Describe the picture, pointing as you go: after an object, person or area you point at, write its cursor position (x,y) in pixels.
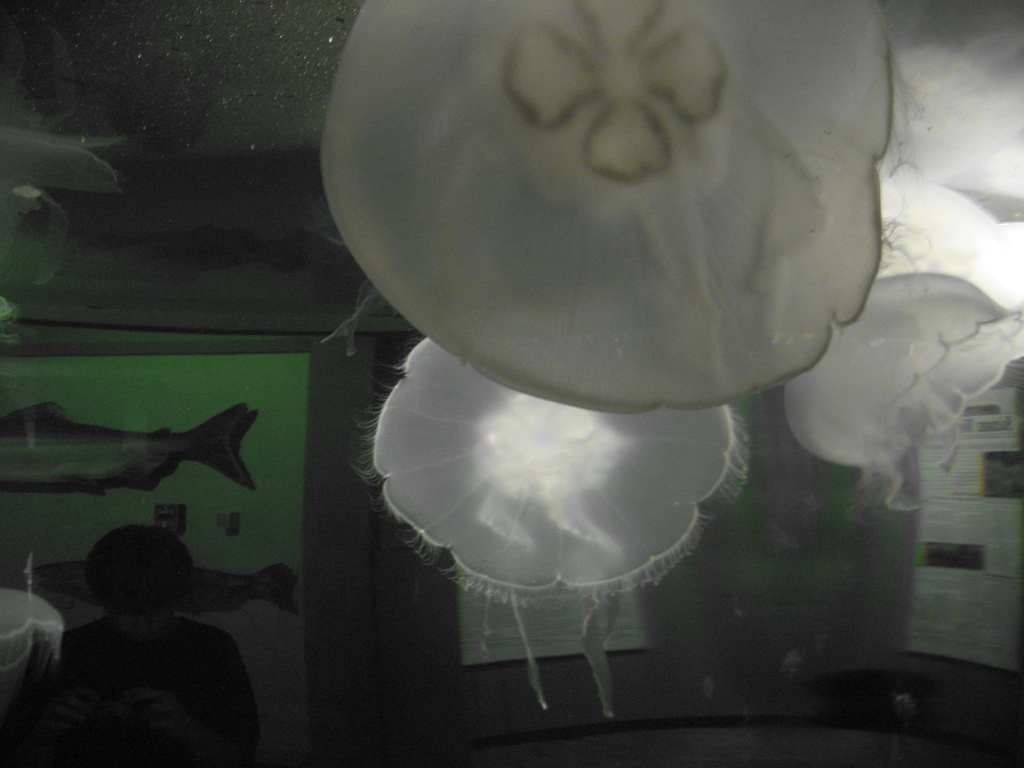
In this picture we can see few jelly fishes (547,389) and a person (172,574), and also we can see few papers (630,635).
